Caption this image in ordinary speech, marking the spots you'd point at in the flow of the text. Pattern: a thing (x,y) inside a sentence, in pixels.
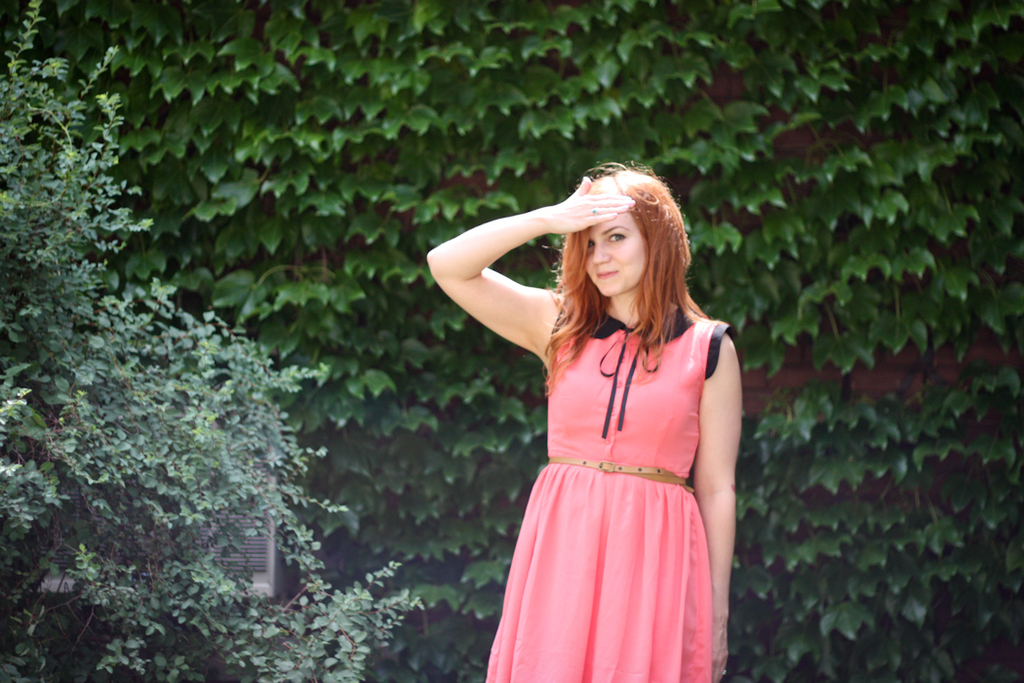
Here in this picture we can see a woman (666,339) standing on the ground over there and she is wearing pink colored dress (576,383) on her and smiling and behind her we can see plants (169,430) and trees (440,144) present all over there.
